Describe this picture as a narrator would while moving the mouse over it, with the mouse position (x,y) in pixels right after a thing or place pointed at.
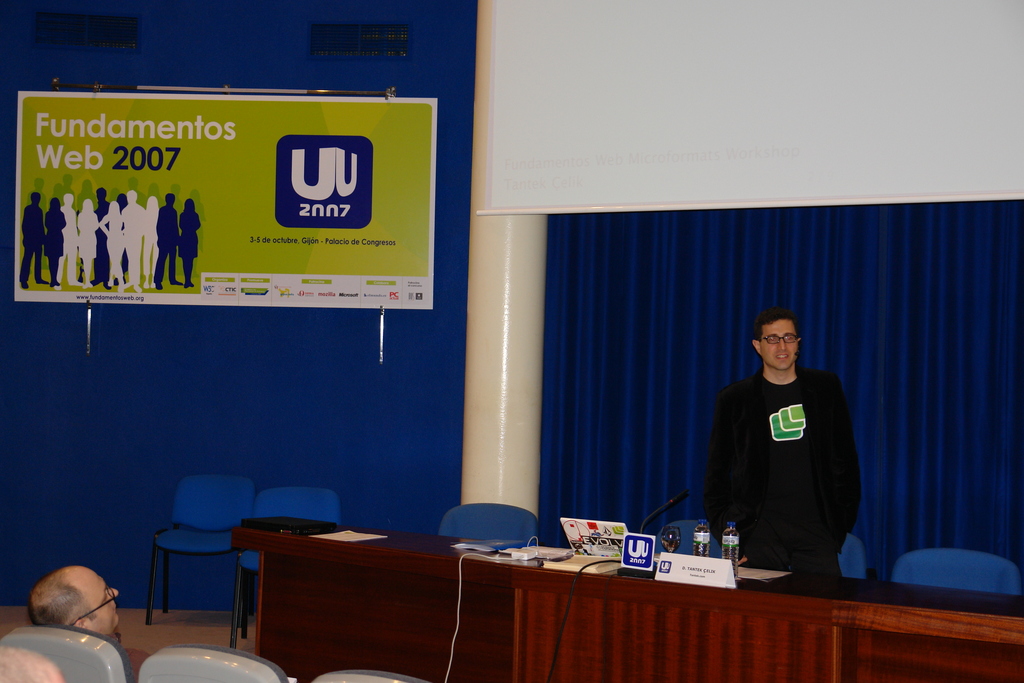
This person (810,449) standing. On the background (551,283) we can see pillar (484,293), curtains (773,254), white board (663,108), poster (246,226). We can see chairs (231,662). There is a table (737,617). On the table (735,593) we can see bottle (703,526), name board (698,568), microphone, cable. These two person (137,657) sitting on the chair (118,657).
